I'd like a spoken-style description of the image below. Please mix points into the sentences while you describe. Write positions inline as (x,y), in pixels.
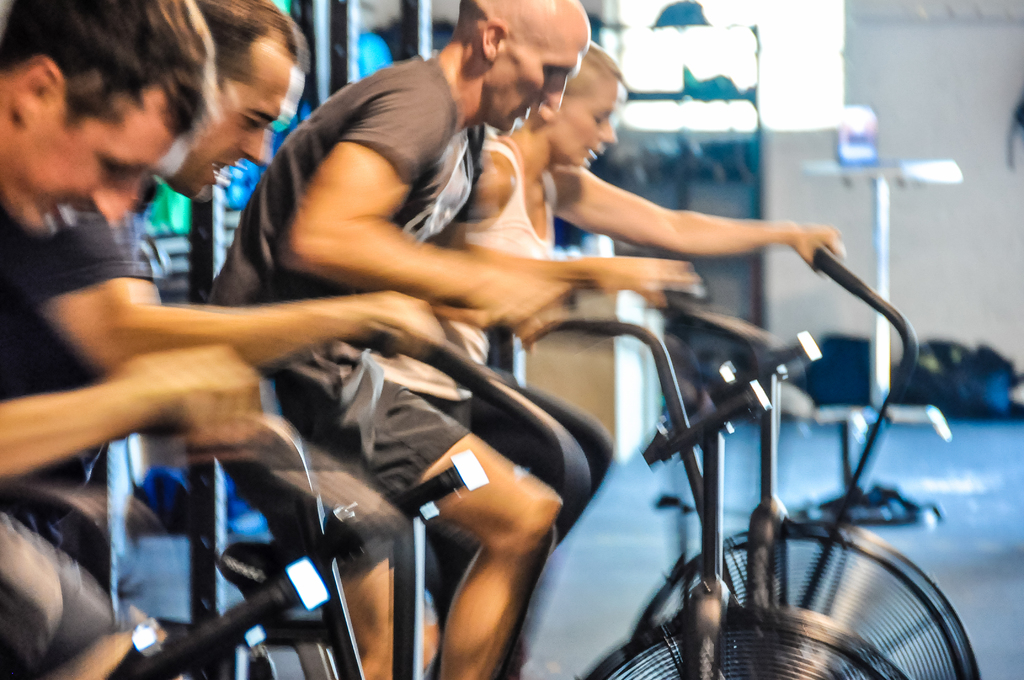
In this picture there are people (651,287) in the center of the image (483,353), they are cycling, it seems to be there is a window (736,18), stand (874,338), and bags (982,350) in the background area of the image (800,71).
